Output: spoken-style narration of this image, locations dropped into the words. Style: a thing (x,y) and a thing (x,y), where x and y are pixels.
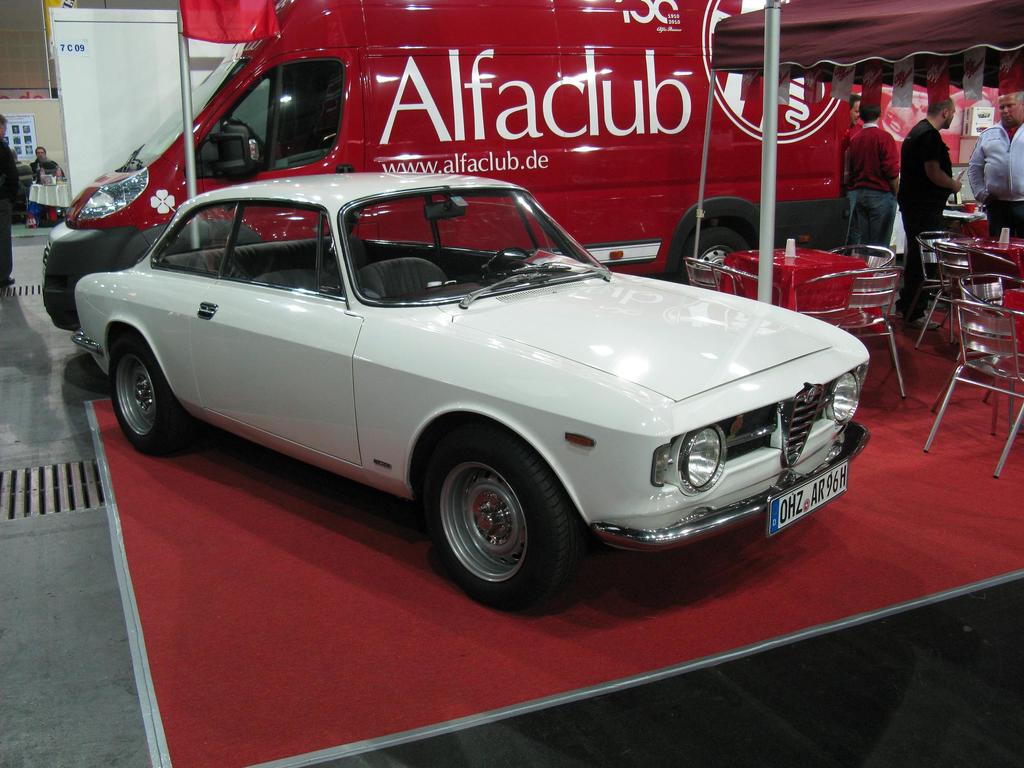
In the image we can see there are vehicles (406,105) and there are people (7,212) standing and one is sitting, they are wearing clothes (935,152). There are even chairs (971,277) and tables (987,258). Here we can see the red carpet (258,637), floor (73,734) and the pole tent (746,38).
